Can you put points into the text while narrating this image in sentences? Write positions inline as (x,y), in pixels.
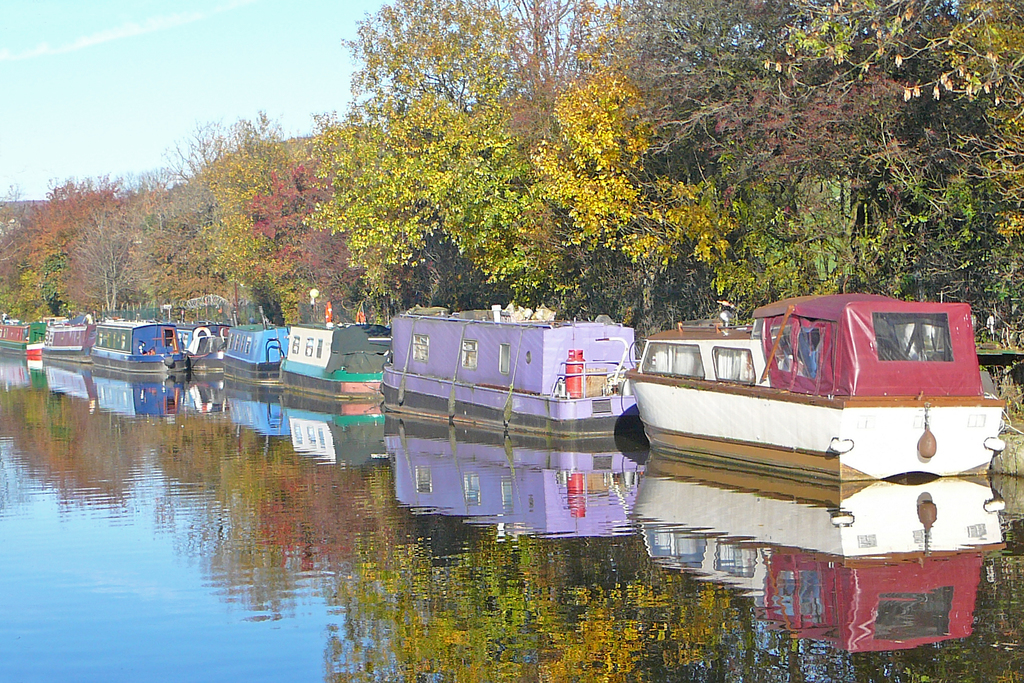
This picture is clicked outside the city. In the foreground (456,593) we can see a water body (117,480). In the center (659,398) we can see the boats (1001,409) in the water body (435,495) and some other objects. In the background (89,122) we can see the sky (122,88) and the trees (598,239).
